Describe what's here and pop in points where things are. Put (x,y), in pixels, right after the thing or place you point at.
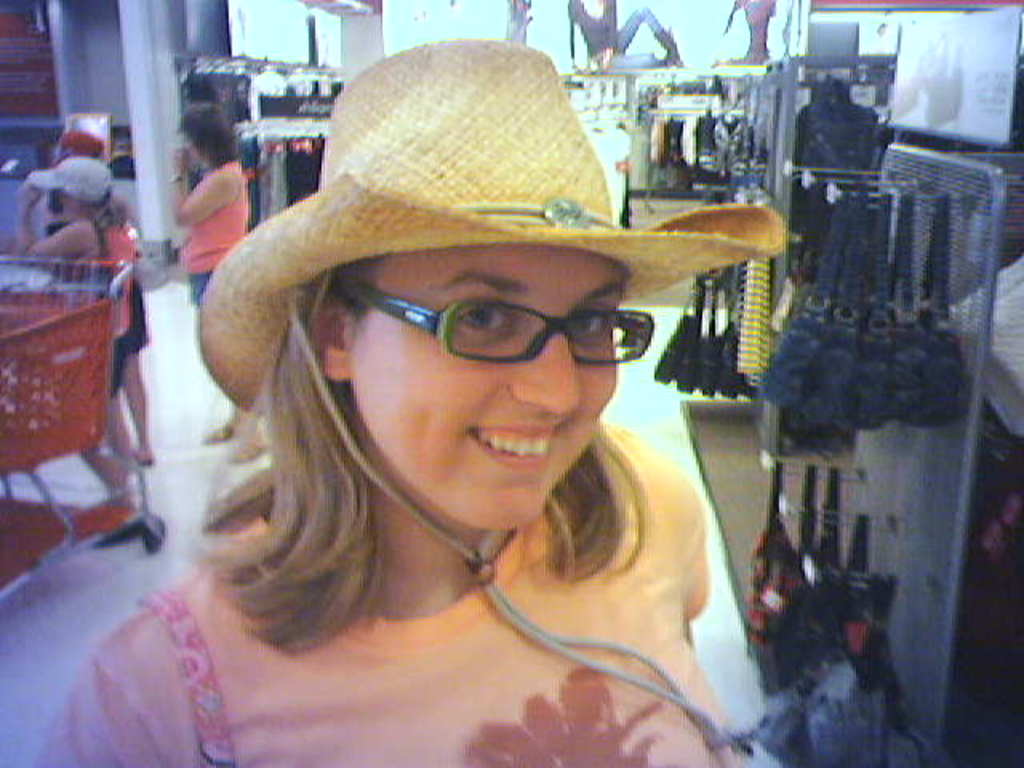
In the picture I can see a woman (461,714) wearing hat (451,155) and there are three persons (213,142) and some other objects (304,173) in the background (660,32).
